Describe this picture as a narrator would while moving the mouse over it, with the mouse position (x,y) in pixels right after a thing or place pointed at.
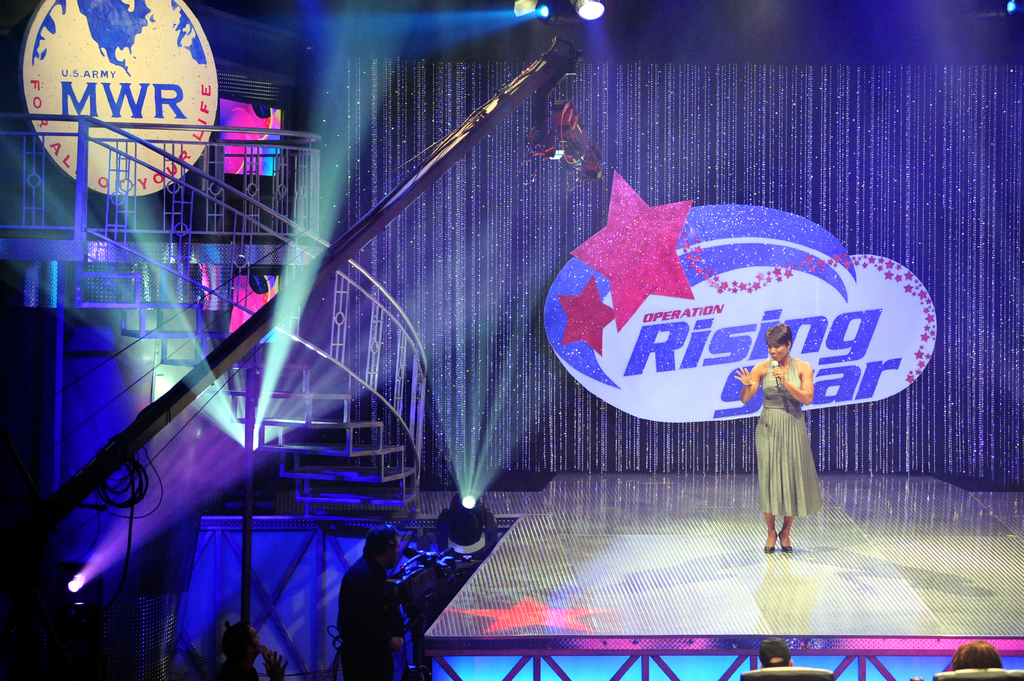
In this picture we can see a woman (792,424) is standing on a stage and holding a microphone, on the left side (69,148) there are stairs (305,397), we can see a board (172,100) at the left top of the picture (198,123), we can see four persons (352,578) at the bottom (349,610), there are lights (549,9) at the top of the picture (553,21).
